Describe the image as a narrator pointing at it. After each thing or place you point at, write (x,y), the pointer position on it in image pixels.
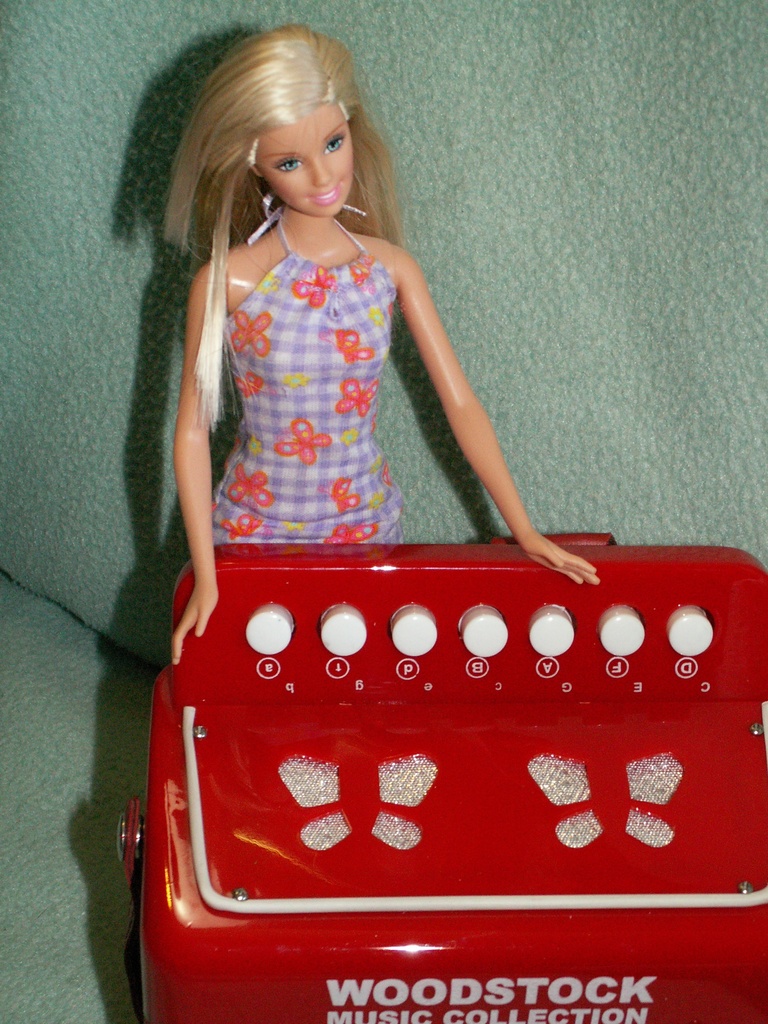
In this picture we can see a toy (368,295) and we can find some text (489,986) on the object (468,957).
